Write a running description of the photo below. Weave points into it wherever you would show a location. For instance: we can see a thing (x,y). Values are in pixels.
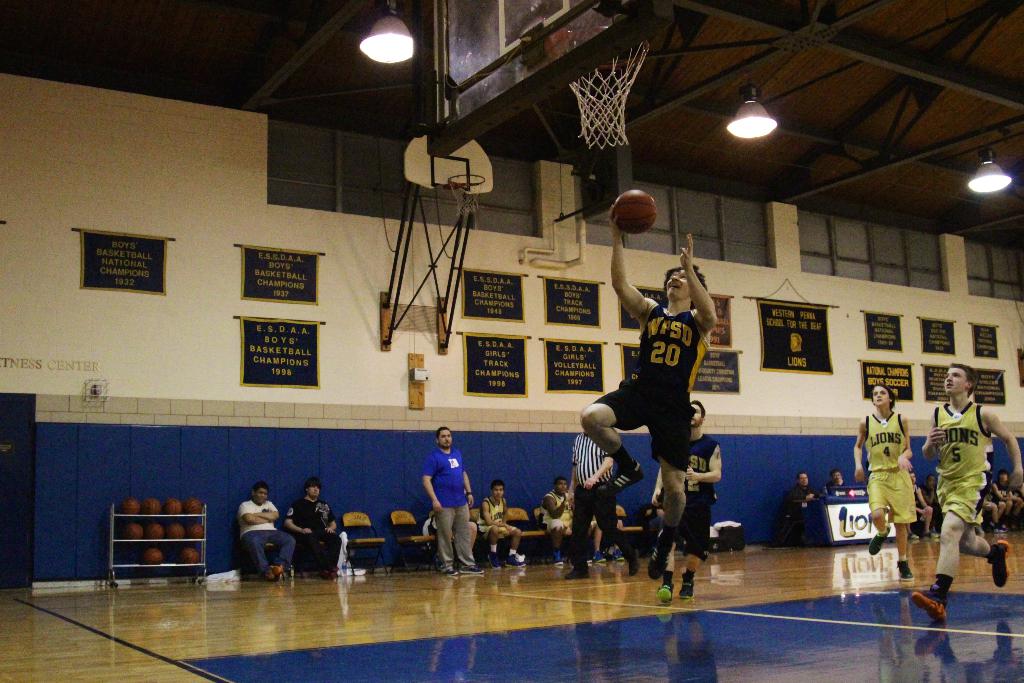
This picture shows the inner view of a building (191,81). There are some black banners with text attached to the wall (182,336), one basketball net (471,180) with stand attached to the wall (84,298), some lights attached to the ceiling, one basketball net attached to the ceiling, one object (416,361) looks like board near the net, some chairs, some people (1023,492) sitting on the chairs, one man (438,488) in blue T-shirt (436,464) standing, some objects (98,395) attached to the wall (564,536), one object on the table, one board (840,538) with text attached to the table (852,501), some balls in the stand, some people (703,496) playing basketball, one man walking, some objects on the floor (596,655), some text (303,349) on the wall (49,334), one man (673,402) holding a basketball (622,211) and jumping.
